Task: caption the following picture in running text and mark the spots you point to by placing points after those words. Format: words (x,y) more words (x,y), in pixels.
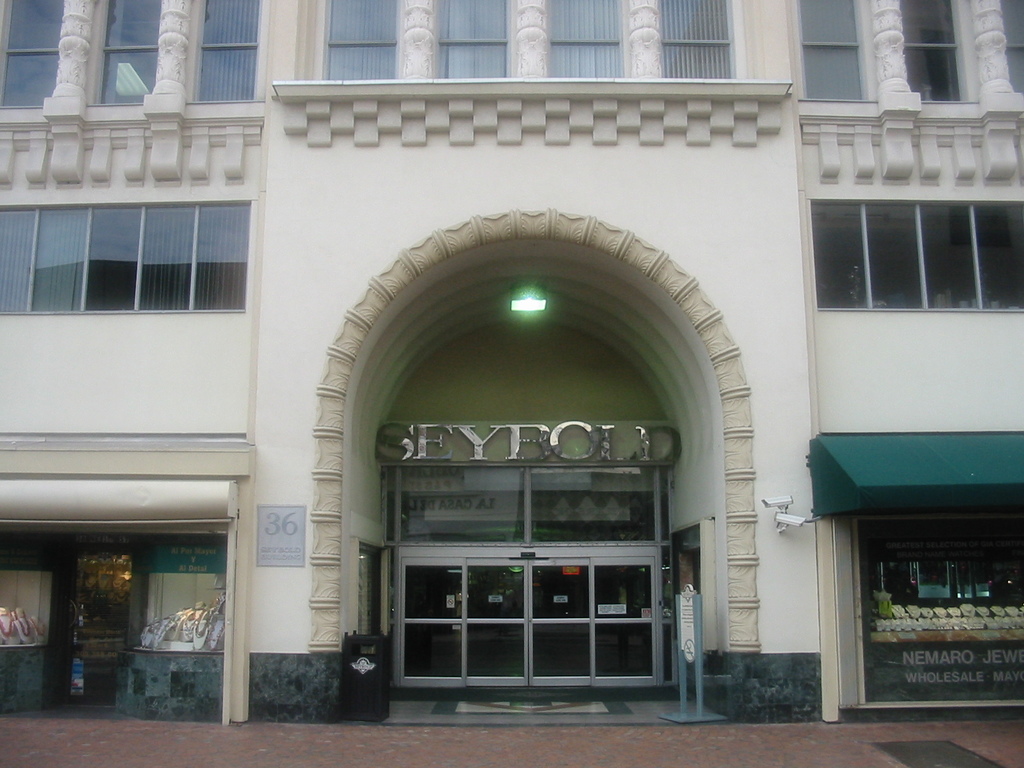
In this picture we can see a building (480,166), at the bottom (530,613) there are glasses (545,527), we can see a board (692,620) and a camera (780,515) in the middle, on the right side (742,700) and left side (195,676) there are stones (263,676), we can see ornaments (178,624) on the left side (183,636), it looks like a dustbin (371,685) in the middle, we can also see a light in the middle (540,301).
